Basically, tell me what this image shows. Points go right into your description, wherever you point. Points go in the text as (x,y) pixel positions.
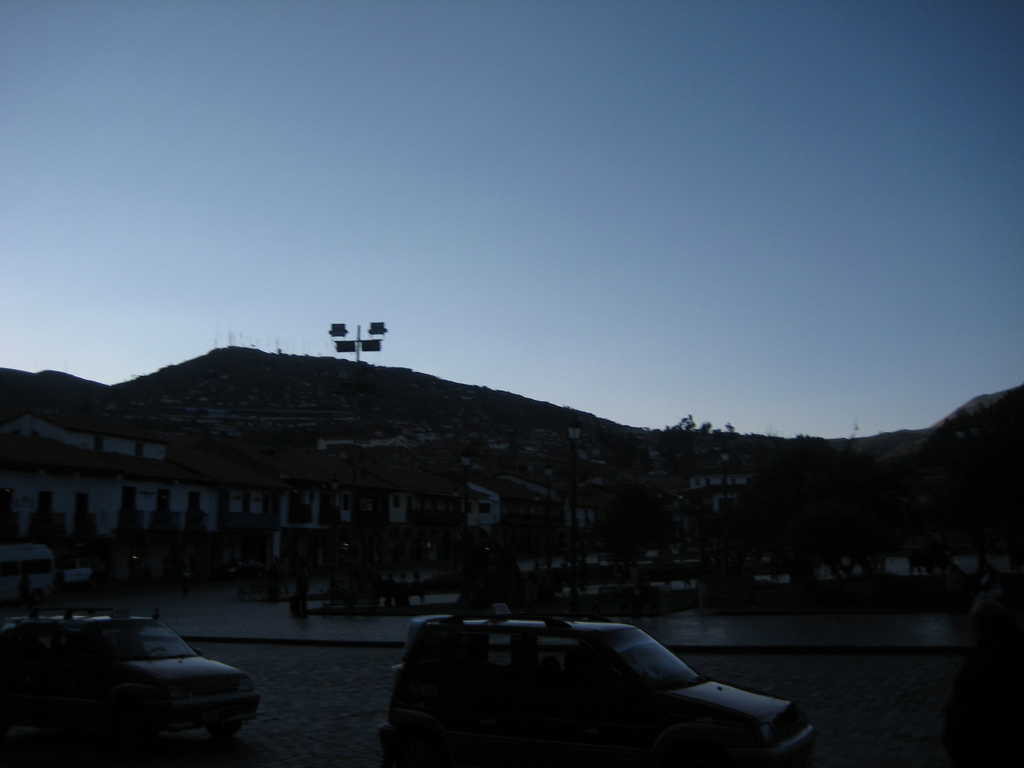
In this image, we can see the vehicles (751,706) and path (376,712). In the background (83,555), there are street lights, plants (842,604), buildings (372,524), trees (461,578), hills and few objects (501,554). At the top of the image (429,178), there is the sky (569,226).
